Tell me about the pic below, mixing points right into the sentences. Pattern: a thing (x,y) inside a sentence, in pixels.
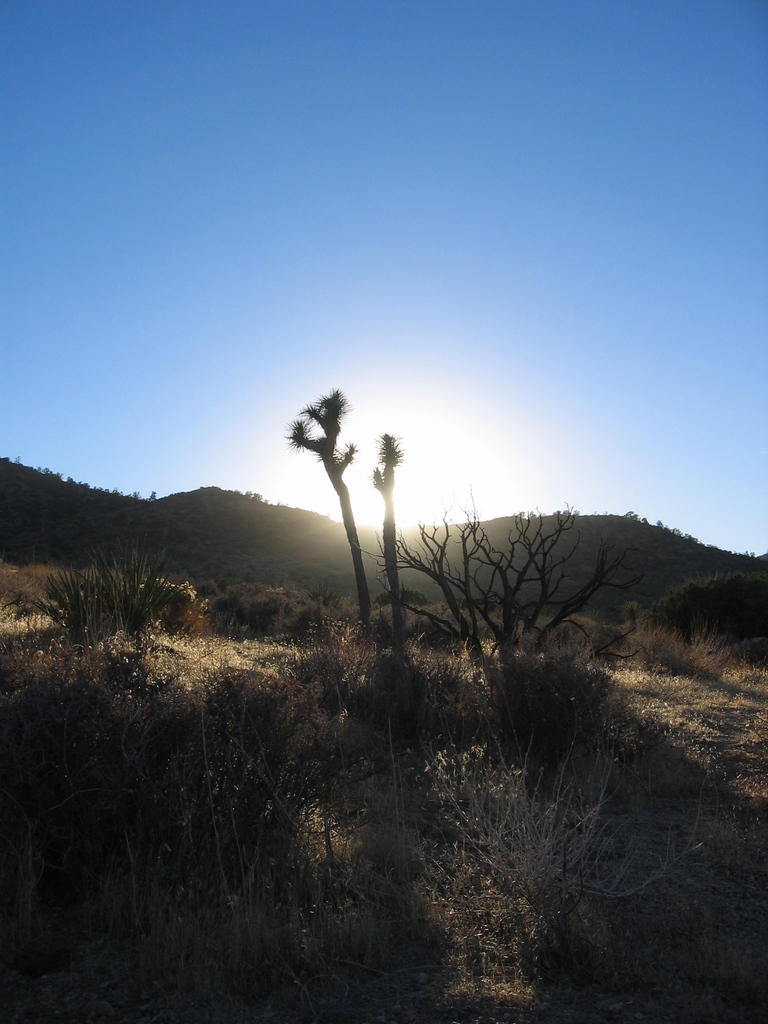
In this picture we can see many trees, plants (513,935) and grass (495,935). In the background (361,452) we can see mountains (604,533) and sun (370,457). On the top (326,128) there is a sky (295,68).
